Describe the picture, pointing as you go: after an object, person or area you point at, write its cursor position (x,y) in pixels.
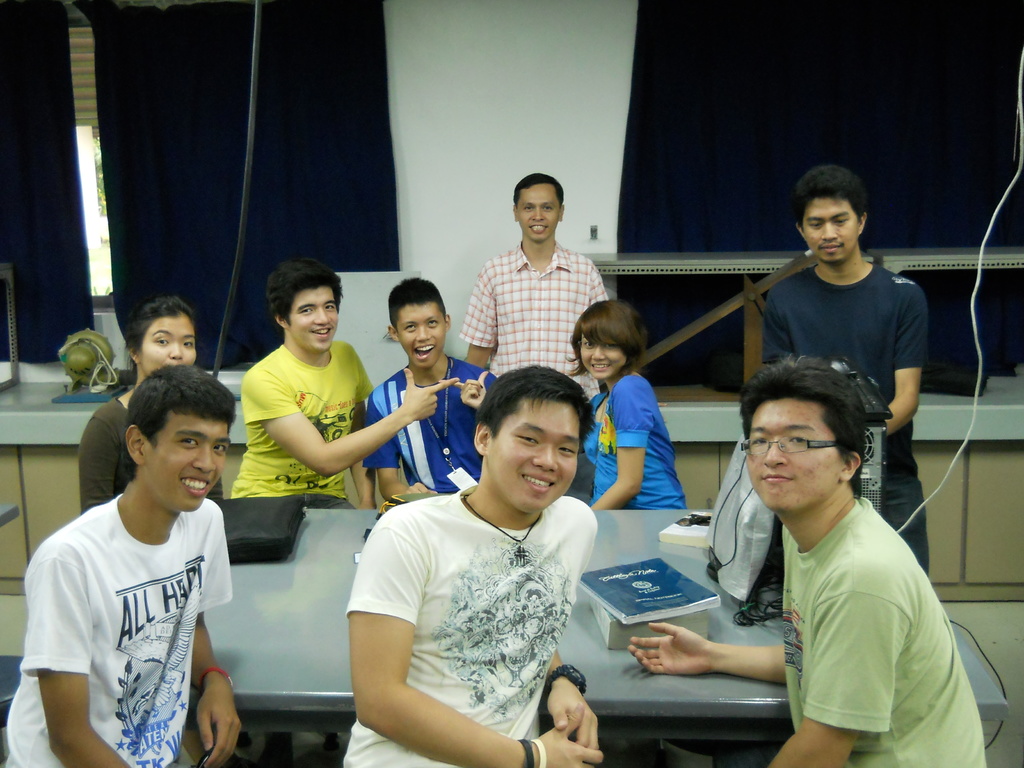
In this picture we can see two men (560,304) are standing and some people (626,307) are sitting, there is a table (761,699) in the middle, we can see books (697,541), a CPU (878,473) and a bag (733,537) on the table (622,551), there are curtains (60,163) in the background (939,113).
